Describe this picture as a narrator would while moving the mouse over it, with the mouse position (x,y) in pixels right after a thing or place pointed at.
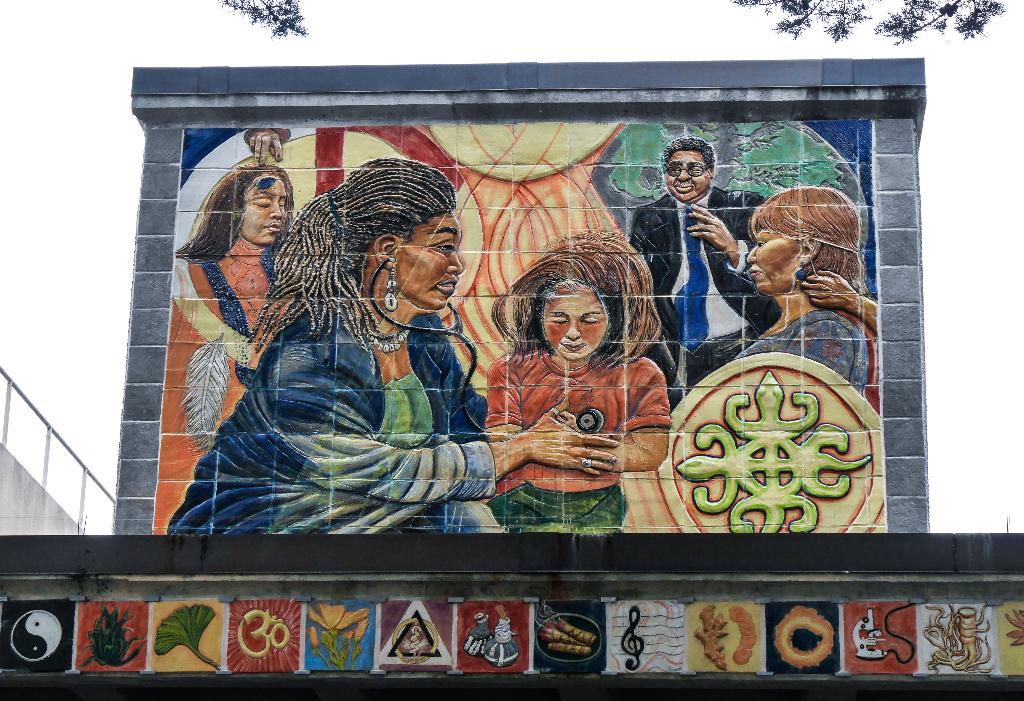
In this image we can see painting (573,445) of few persons (559,391) and objects (213,392) on a wall (417,417) and at the bottom (430,668) we can see painting (423,626) on a platform (565,677). In the background (80,236) we can see rods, sky (73,210) and branches (286,21) of a tree (277,38) at the top (227,15).
